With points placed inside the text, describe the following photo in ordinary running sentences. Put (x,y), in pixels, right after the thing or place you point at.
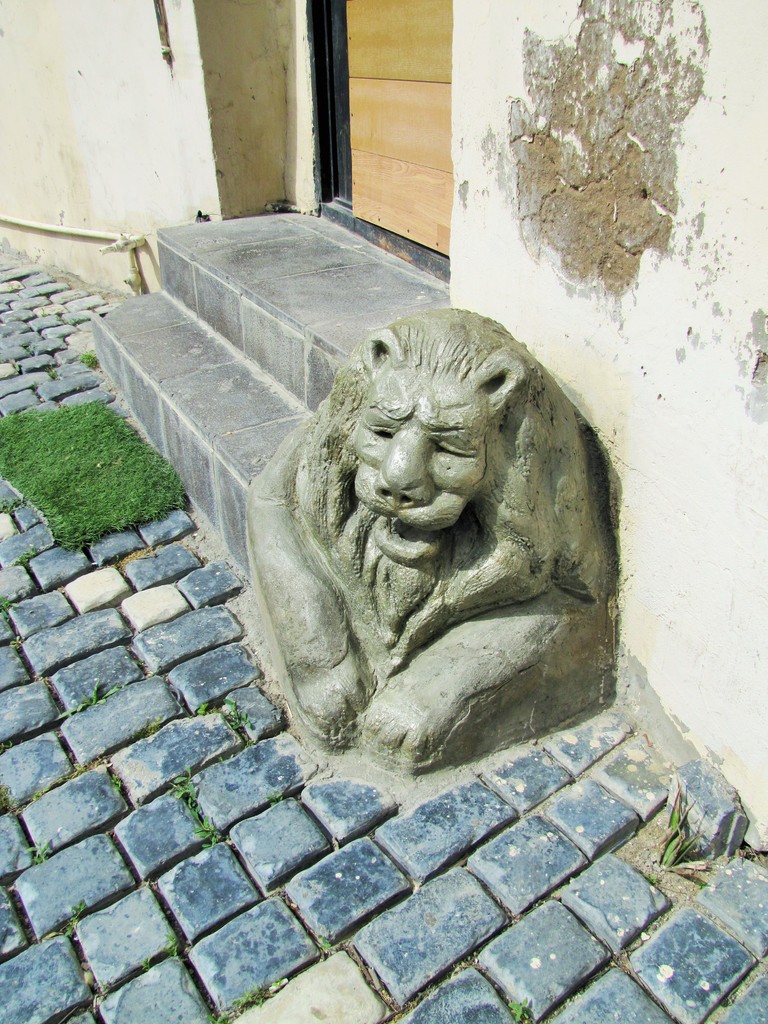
In this image we can see a sculpture (435,489), steps (270,411), door (409,68) and wall (745,51). At the bottom of the image (342,874) there is the floor (105,606). On the left side of the image (89,540) there is the grass (112,478).
